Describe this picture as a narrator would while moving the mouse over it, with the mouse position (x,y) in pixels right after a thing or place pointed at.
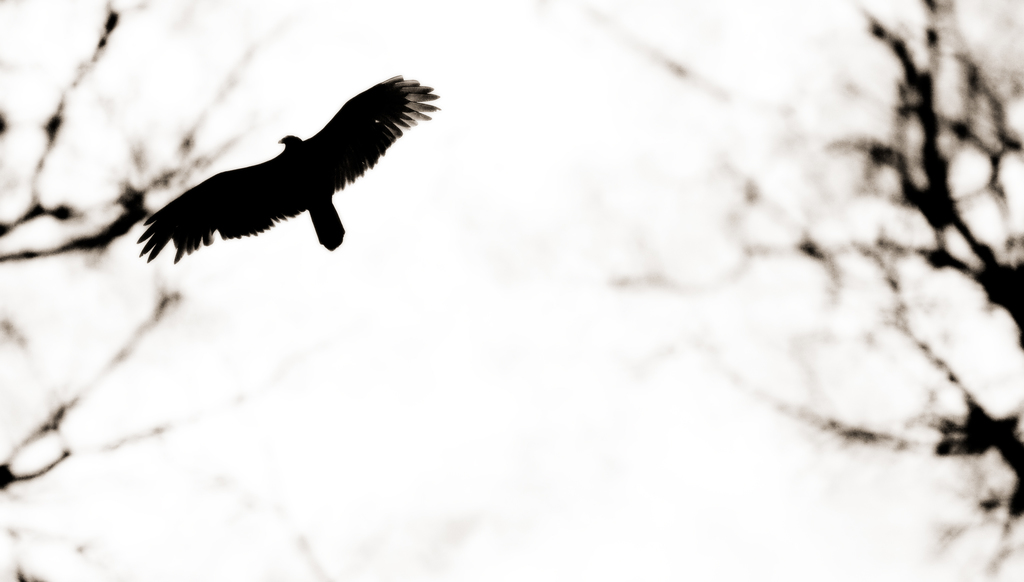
In this image a bird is flying in the air (100,296). Background (981,456) there are trees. Behind there is sky (604,361).
